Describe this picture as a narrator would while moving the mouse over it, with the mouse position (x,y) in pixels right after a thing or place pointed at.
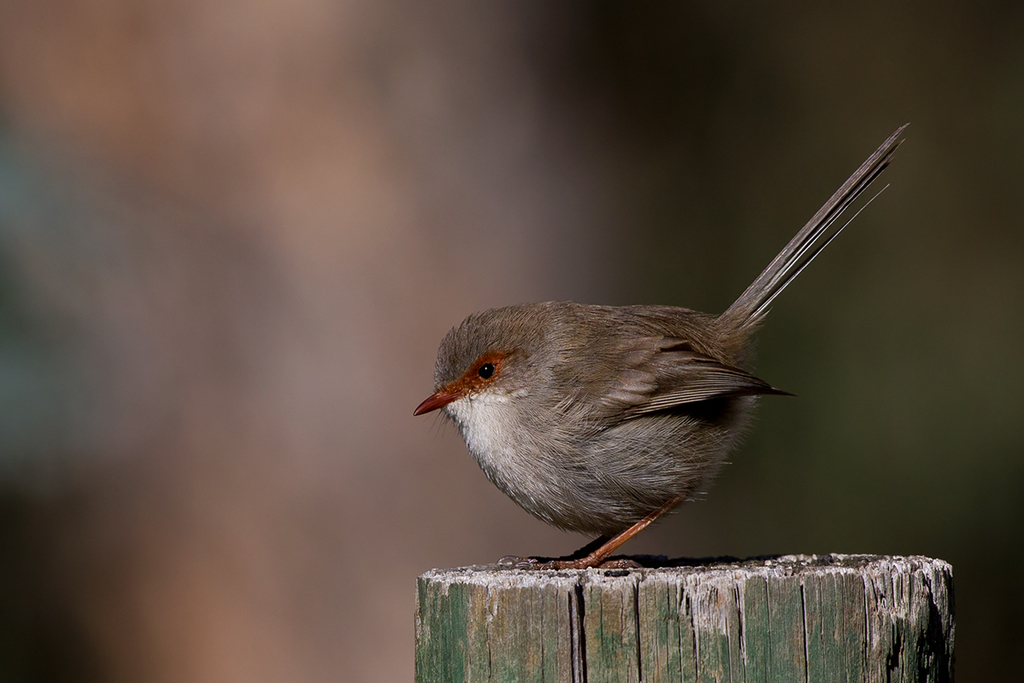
In the middle of the image (492,328) I can see a bird (464,353).
